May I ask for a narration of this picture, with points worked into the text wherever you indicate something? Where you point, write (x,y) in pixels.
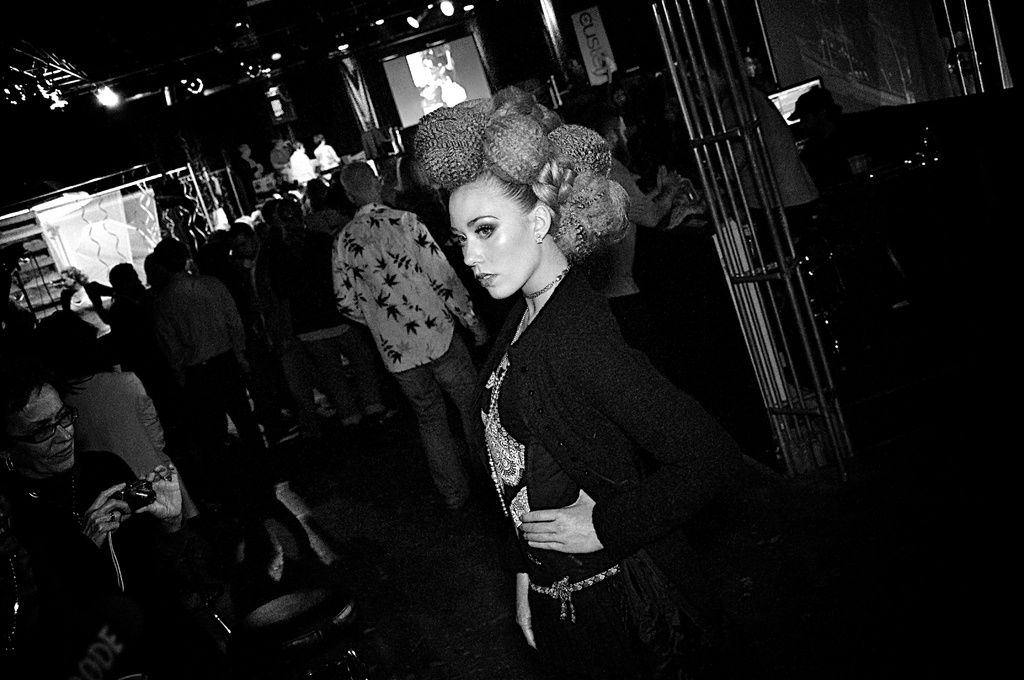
It is a black and white picture. In this picture I can see people (573,621), rods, screens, focusing lights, banner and objects (389,153). In the front of the image (109,598) a woman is holding a camera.
